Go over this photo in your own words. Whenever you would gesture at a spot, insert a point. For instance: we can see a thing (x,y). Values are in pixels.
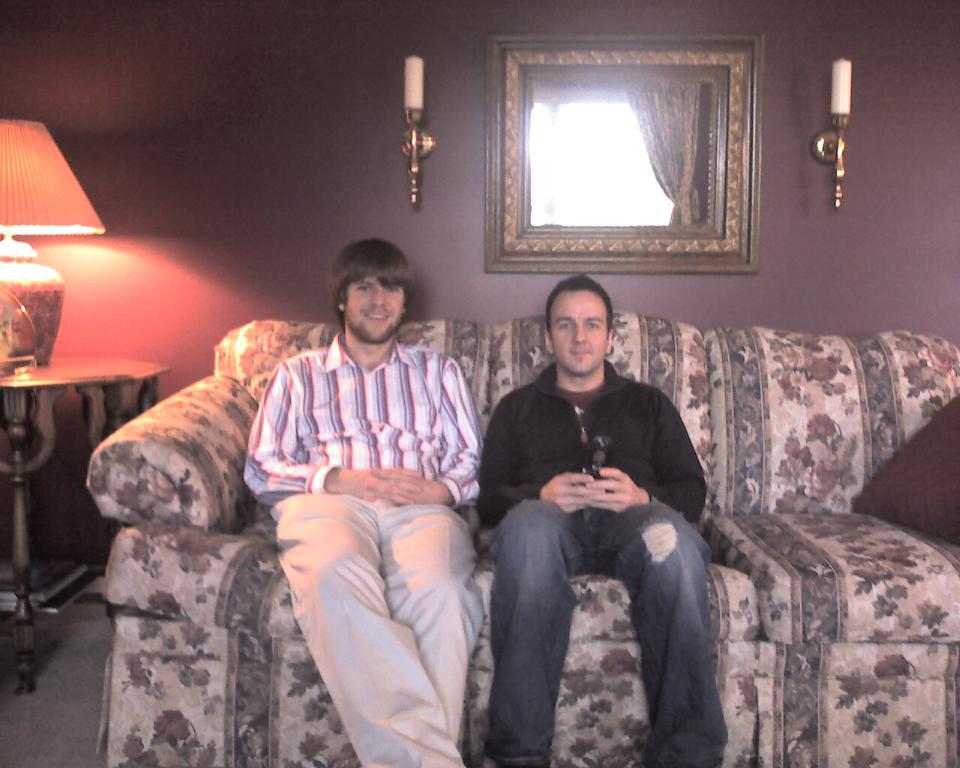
In this image I can see two men (416,416) are sitting on the sofa (611,679). In the background (349,85) I can see a wall (317,175), light lamp (14,200) on the table (17,444). I can see candles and other objects (499,209) attached to the wall (285,167).
